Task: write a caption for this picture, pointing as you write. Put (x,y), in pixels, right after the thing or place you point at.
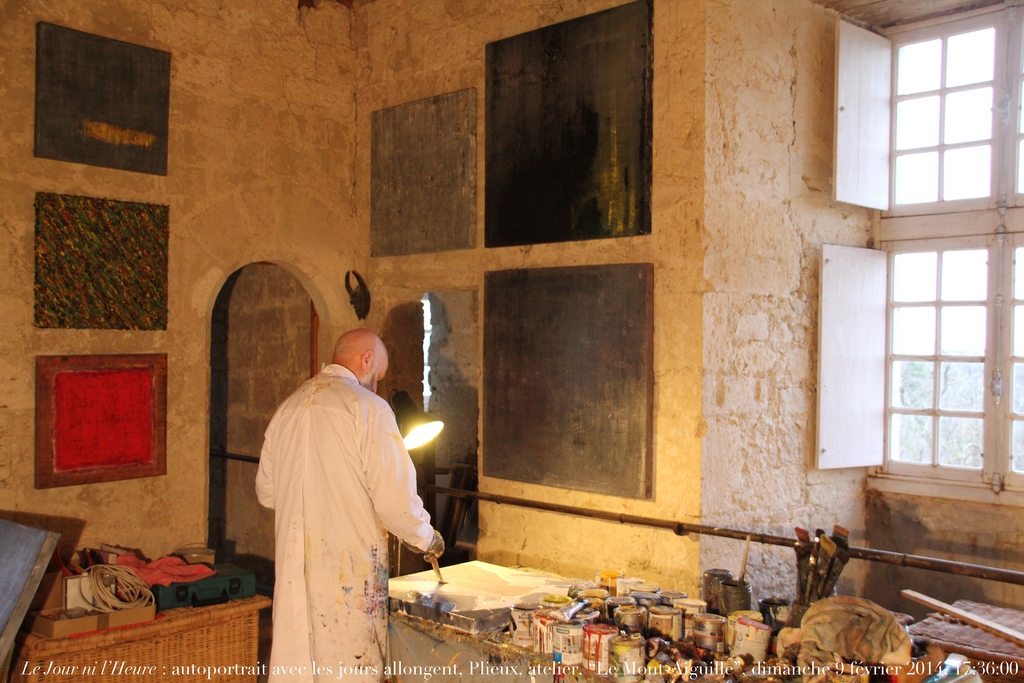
This is an inside view. Here I can see a man (318,521) wearing white color dress (334,538), standing in front of the table (404,590). It seems like he is painting on a board (459,596) which is placed on the table (505,608). On the table (508,642), I can see some bottles (664,609), brushes (819,581), cloth (831,616) and some more objects (664,656). On the left side (122,656) there is another table (179,636) on which a box (65,608), few clothes (183,573) are placed. In the background (620,153) there is a wall (243,110) and few boards (553,274) are attached to it and also I can see a window (913,170) on the right side (953,262).
